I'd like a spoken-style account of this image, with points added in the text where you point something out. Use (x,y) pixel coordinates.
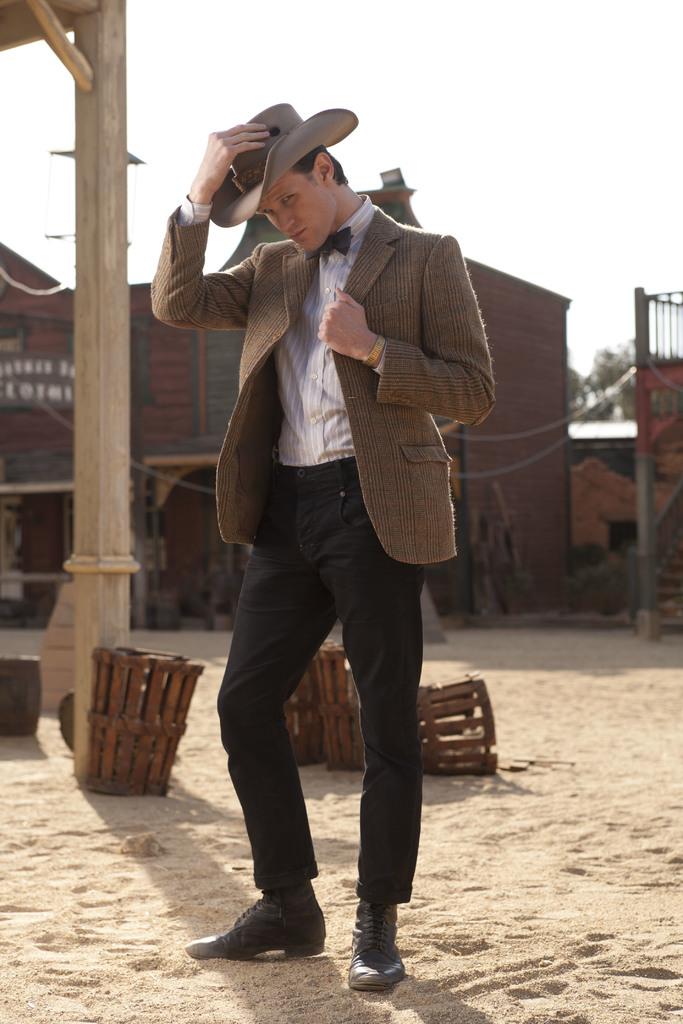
In this image we can see a house (14,450). A man (298,415) is standing in the image. There are many objects (329,702) in the image. There is a sky (579,137) in the image.
